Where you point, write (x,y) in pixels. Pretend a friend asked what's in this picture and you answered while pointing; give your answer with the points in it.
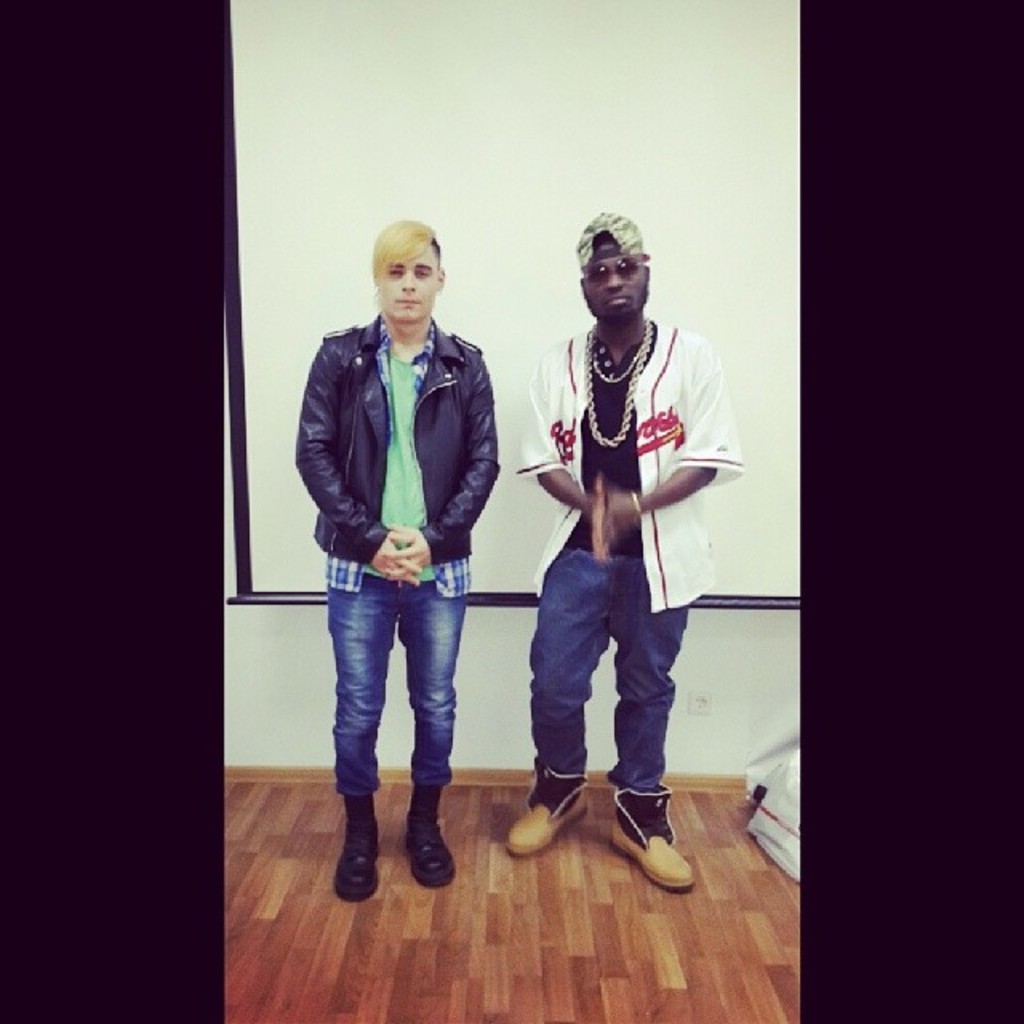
In the center of the picture (406,461) there are two men (577,526) standing, behind them we can see projector screen (481,87). At the bottom (453,981) it is floor (642,906). On the left (279,729) we can see wall (253,669). On the right (780,771) there is cover like object (791,796).
